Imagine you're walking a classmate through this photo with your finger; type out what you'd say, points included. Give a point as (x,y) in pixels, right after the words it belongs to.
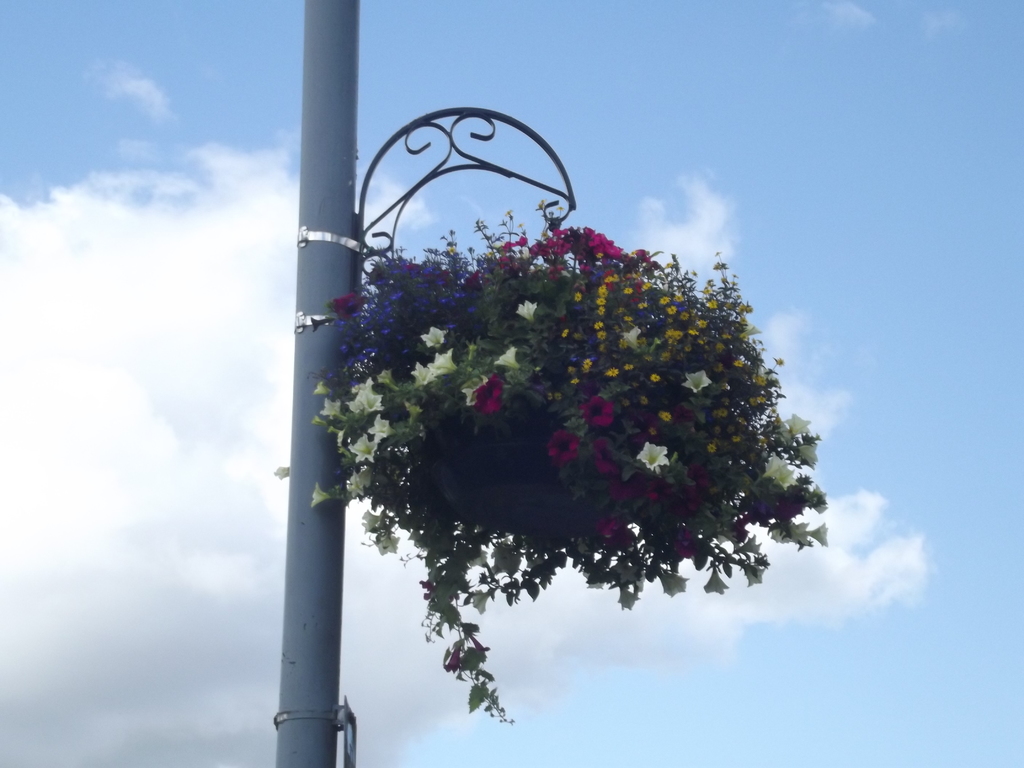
In this image we can see there are few flowers (534,309) are attached to the pole (311,383). In the background (790,327) there is a sky (68,646).
